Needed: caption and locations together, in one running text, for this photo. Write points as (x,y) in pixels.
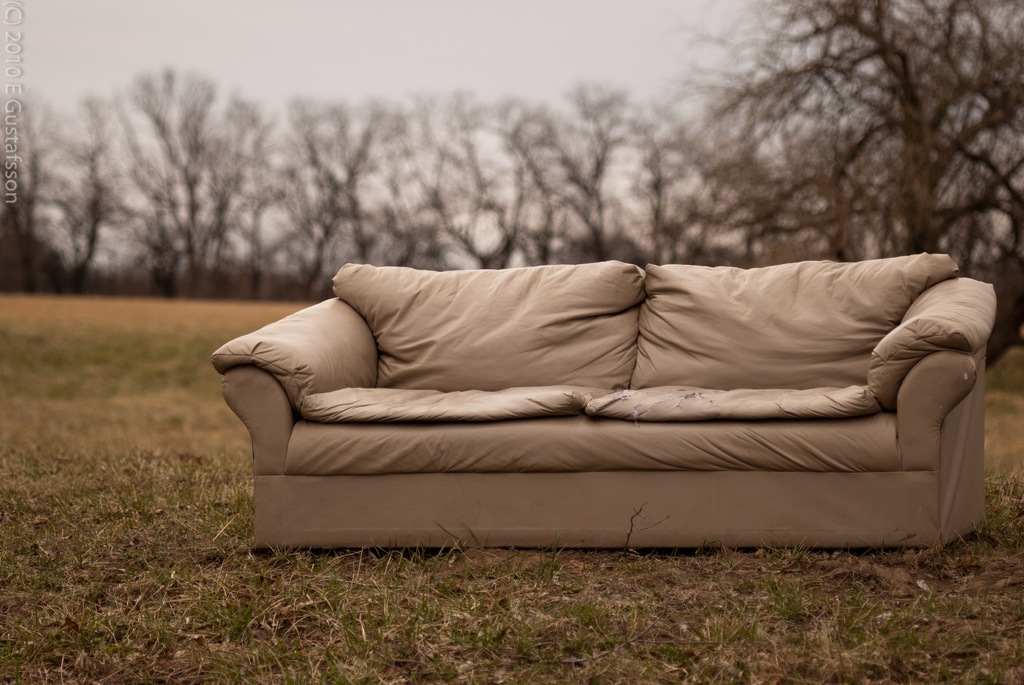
This image consists of a sofa (516,468), grass (460,592) in the bottom (564,623) and trees (768,174) on the top (656,174).
